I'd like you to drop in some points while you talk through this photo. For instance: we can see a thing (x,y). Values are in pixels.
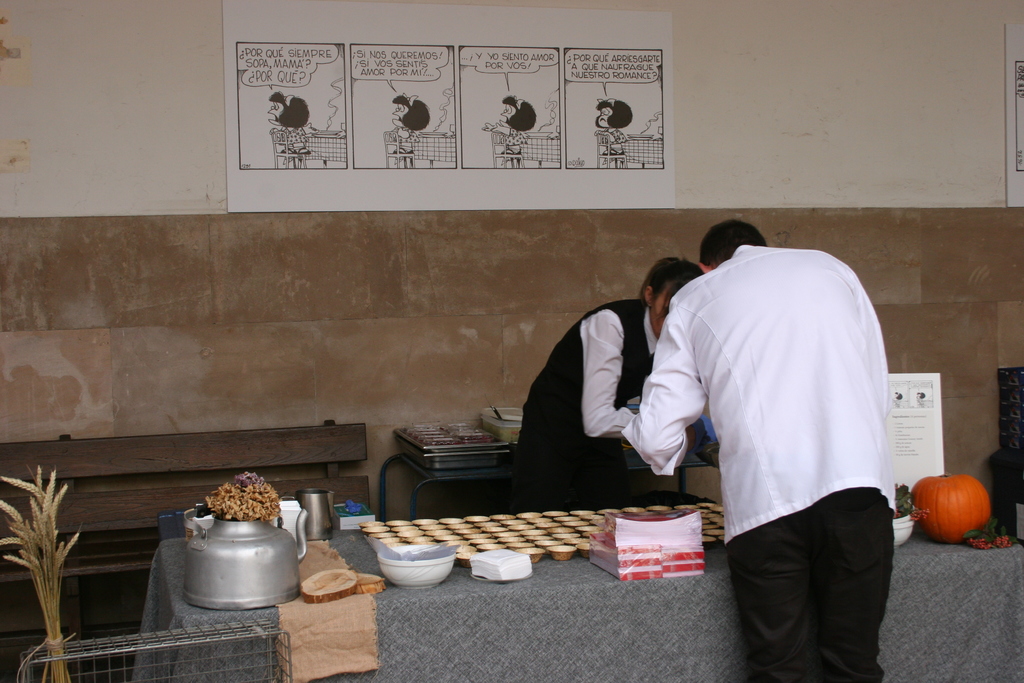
There are 2 persons (667,448) on the either side of the table (654,606). There is a kettle (245,528), cups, bowl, glass (328,516), pumpkin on a table (921,539). In the background (463,350) there is a poster (376,167) on the wall (295,268), bench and a table (451,469).
